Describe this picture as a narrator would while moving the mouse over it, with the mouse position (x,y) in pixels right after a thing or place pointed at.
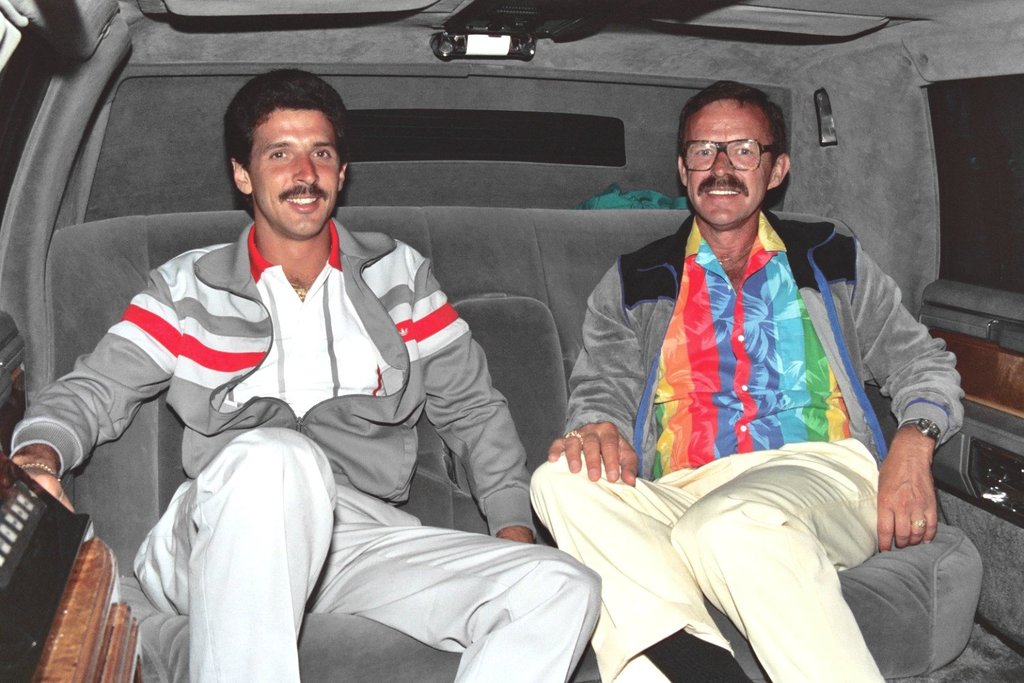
In the image we can see there are men (544,478) sitting on the sofa (457,309) in the car (61,162) and they are wearing jackets (464,373).
